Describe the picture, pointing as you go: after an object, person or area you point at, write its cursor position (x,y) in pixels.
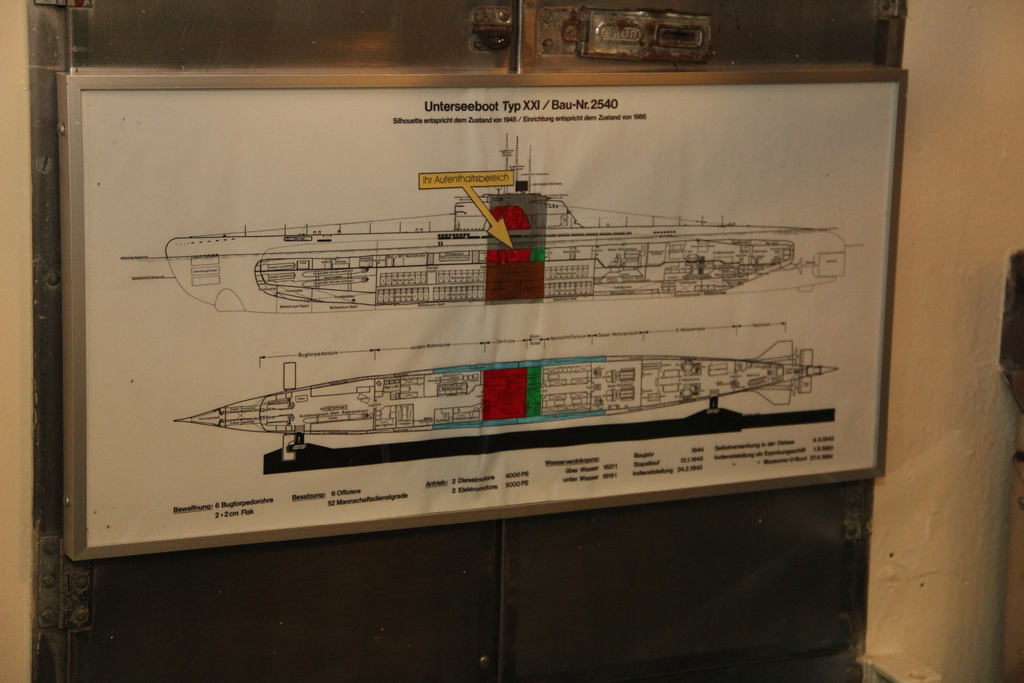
In this image I can see a white colour board (287,135) and on it I can see two sketches (749,388). I can also see something is written on the board (483,377).
